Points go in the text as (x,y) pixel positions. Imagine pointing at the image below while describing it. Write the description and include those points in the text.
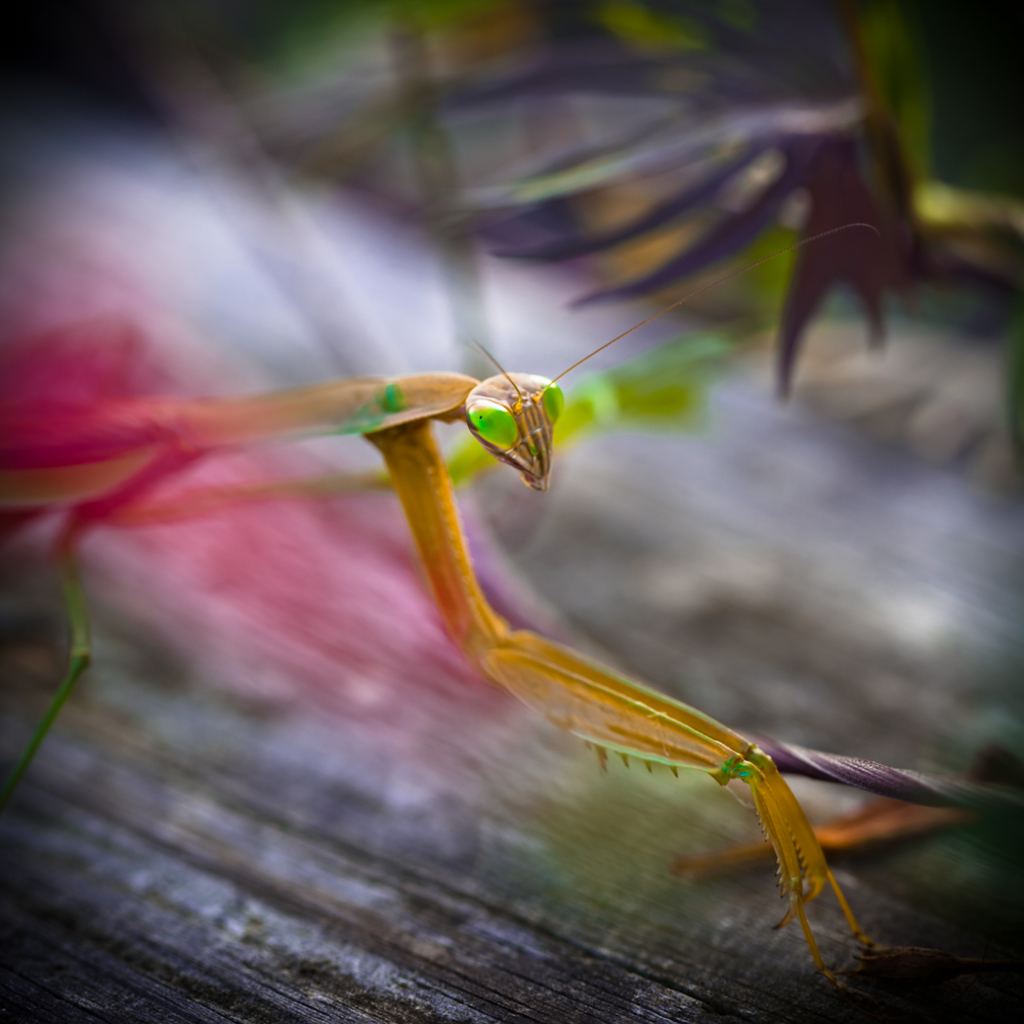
This is an edited image. I can see an insect (428,407) on an object (450,869). There is a blurred background (258,65).
